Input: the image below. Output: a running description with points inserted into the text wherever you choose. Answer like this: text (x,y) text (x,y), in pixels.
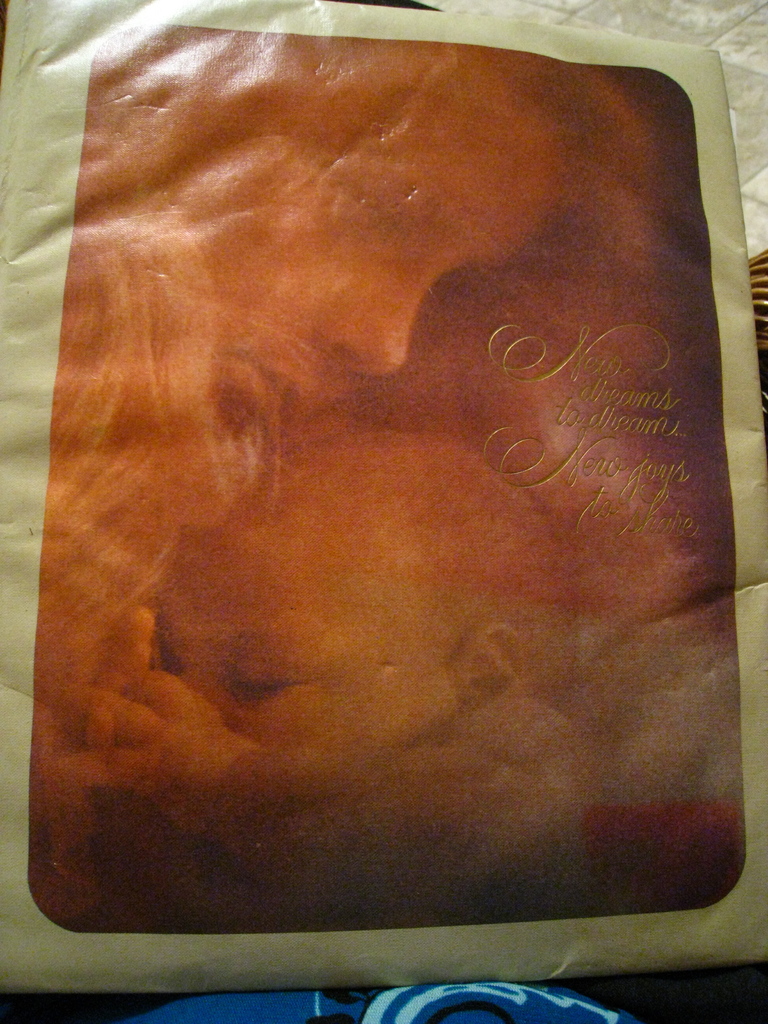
In this picture we can see the print (240,317) of a person (277,436), a baby (397,645) and some words (594,383) on the cover (337,517).
